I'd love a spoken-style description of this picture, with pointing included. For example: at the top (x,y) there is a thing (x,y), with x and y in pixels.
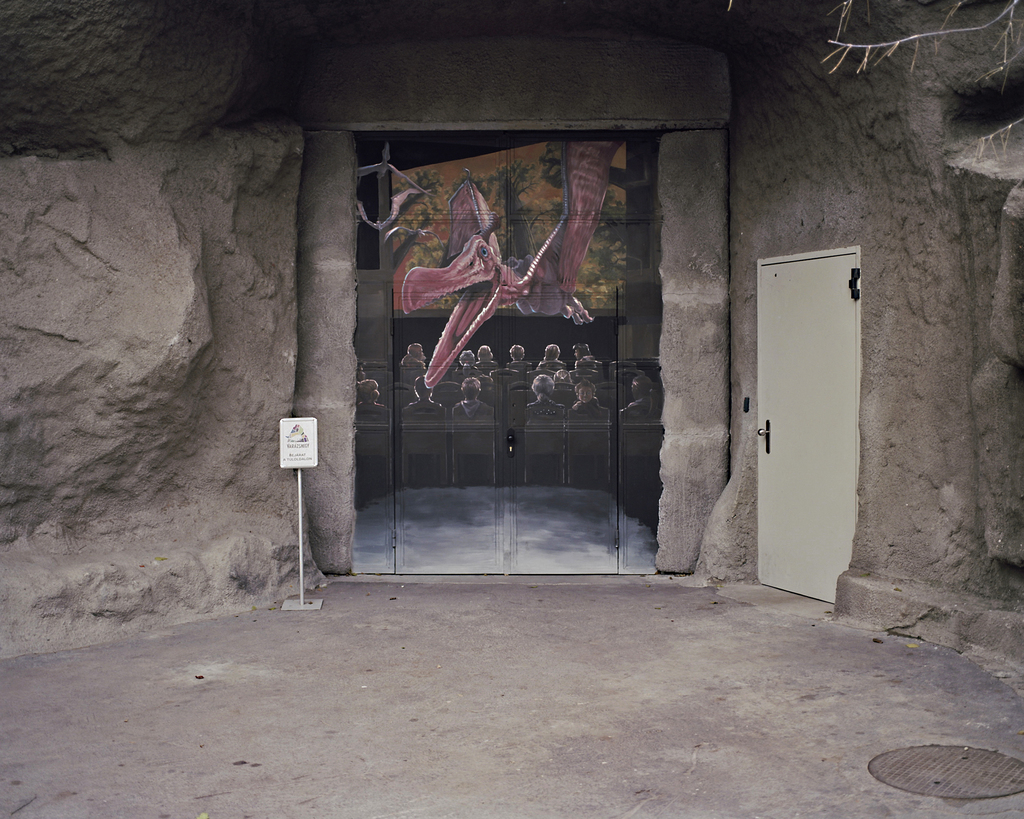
In this image, we can see the wall (327,438) and the ground (577,622) with some object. We can also see some doors (595,345). Among them, we can see some doors (581,240) with some art (540,452). We can also see a board (306,468) and some objects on the top right corner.
